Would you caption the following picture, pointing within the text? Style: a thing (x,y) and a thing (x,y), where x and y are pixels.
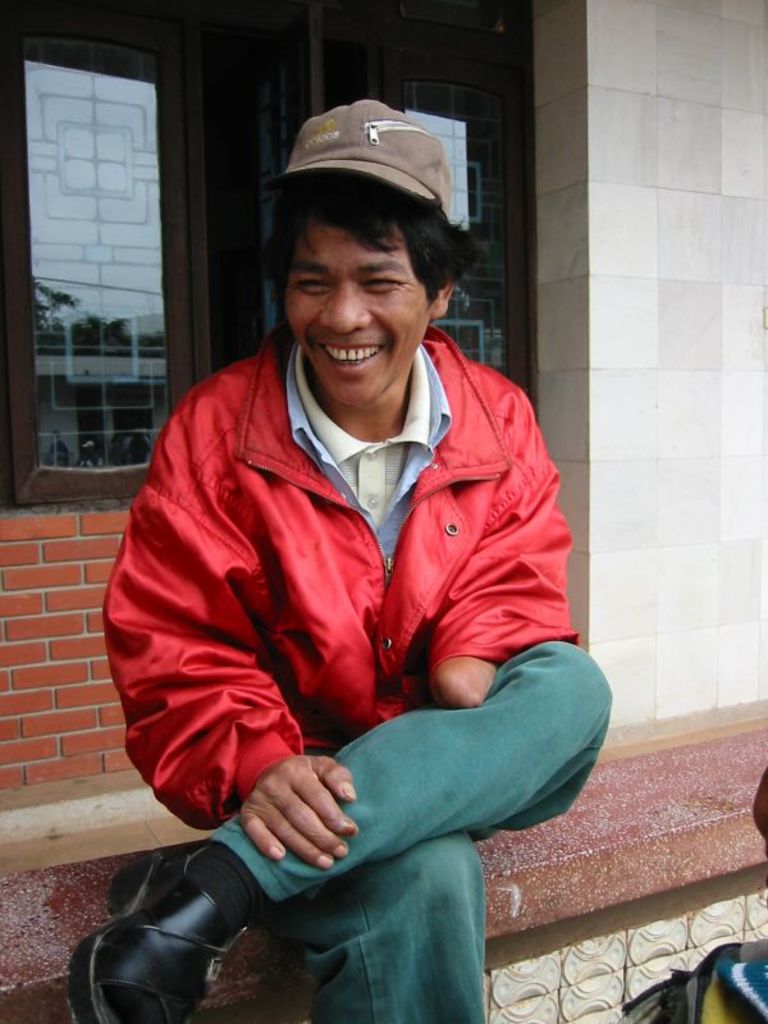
There is a person (363,319) wearing cap (374,181), red jacket (338,545) is smiling and sitting on a wall (595,861). In the back (232,243) there is a window (123,287) with brick wall (67,562).
